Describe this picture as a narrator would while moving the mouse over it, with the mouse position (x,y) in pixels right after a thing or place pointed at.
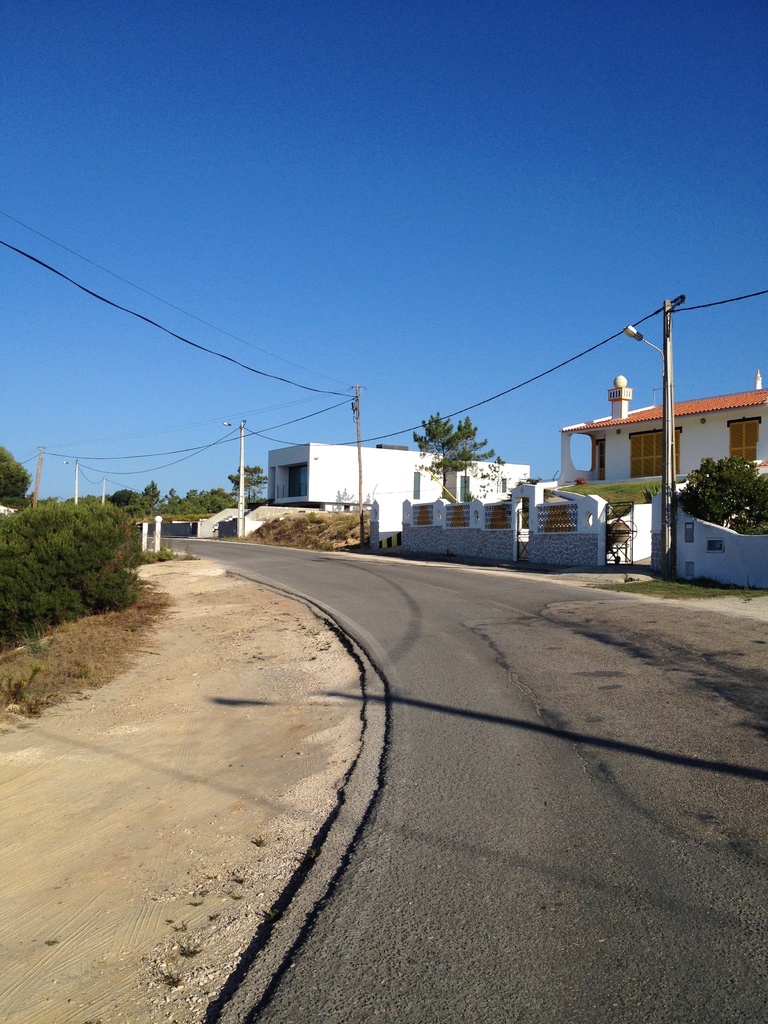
In the picture we can see a road (678,905), beside it, we can see a sand surface (103,905) and bushes (40,523) on it and on the other side of the road (704,995) we can see some houses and poles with wires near it and in the background (9,499) we can see some trees (0,485) and sky (242,374).
